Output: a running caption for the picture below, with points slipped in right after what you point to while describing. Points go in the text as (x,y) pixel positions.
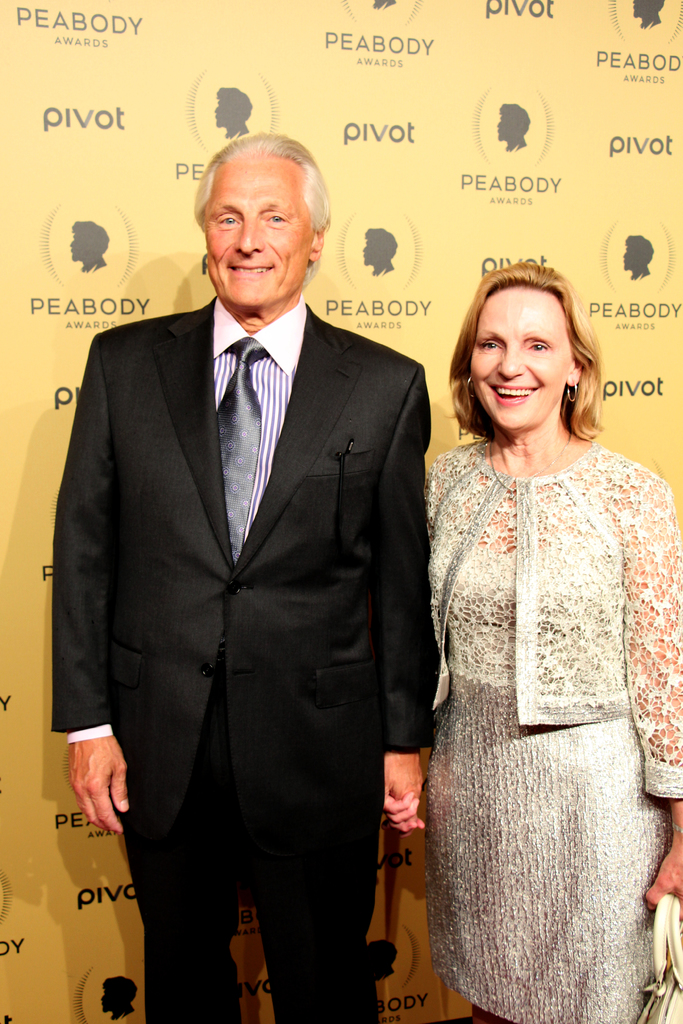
There is a man (245,577) and a woman (676,794) standing in the foreground (294,593) and a poster (365,38) in the background area (320,166).
